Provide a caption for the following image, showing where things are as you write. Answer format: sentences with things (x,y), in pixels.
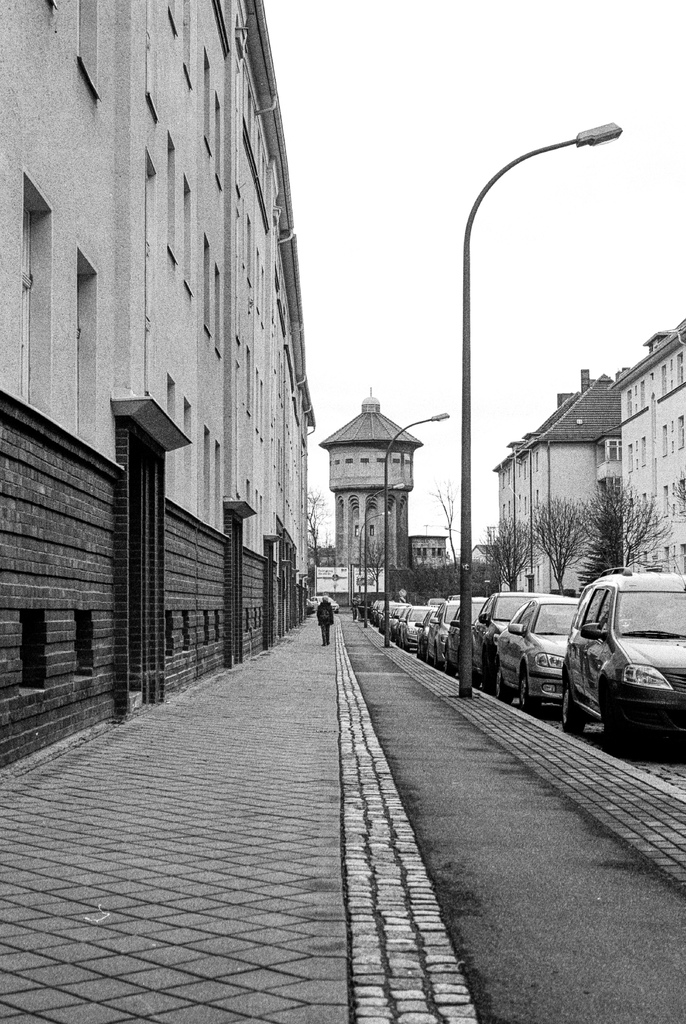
This is a black and white picture. In this picture we can see the sky (446,274), buildings (297,310), trees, light poles (370,499) and objects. On the right side of the picture (544,670) we can see the cars (544,670). On the left side of the picture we can see a person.
